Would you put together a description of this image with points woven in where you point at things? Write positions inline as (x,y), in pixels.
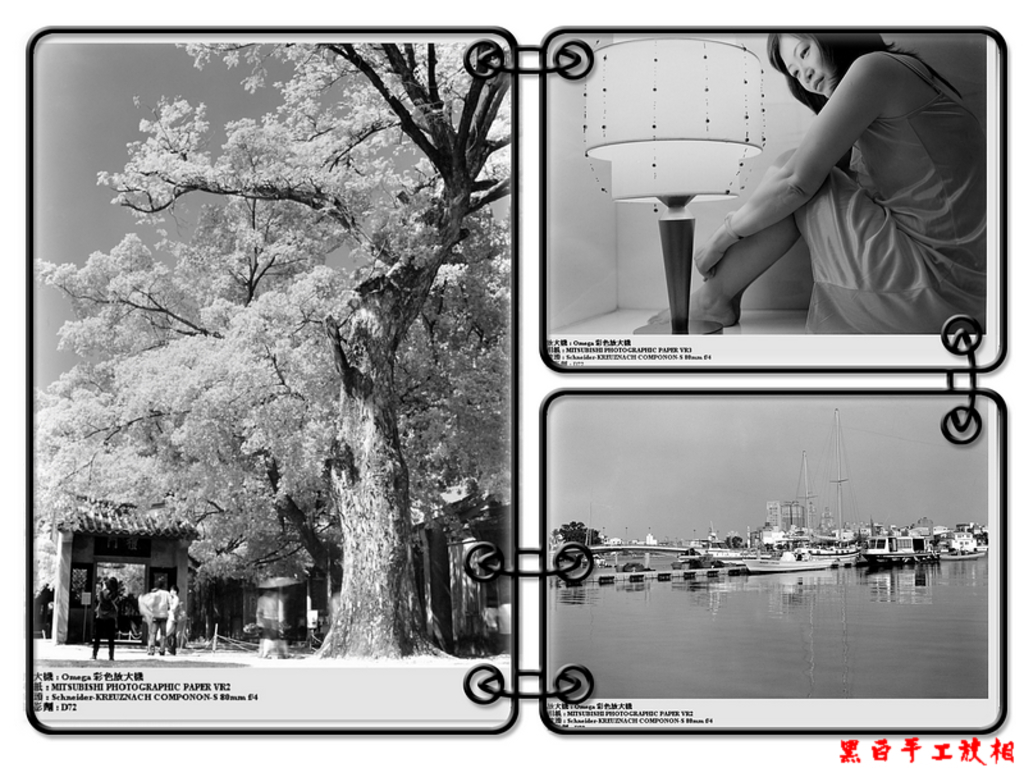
In this image I can see the black and white collage picture in which I can see few trees (202,548), few persons (159,602) standing, a shed (127,558), a woman (860,139) sitting, a lamp (708,133), the water (745,597), and few boats (873,564) on the surface of the water (746,576).
